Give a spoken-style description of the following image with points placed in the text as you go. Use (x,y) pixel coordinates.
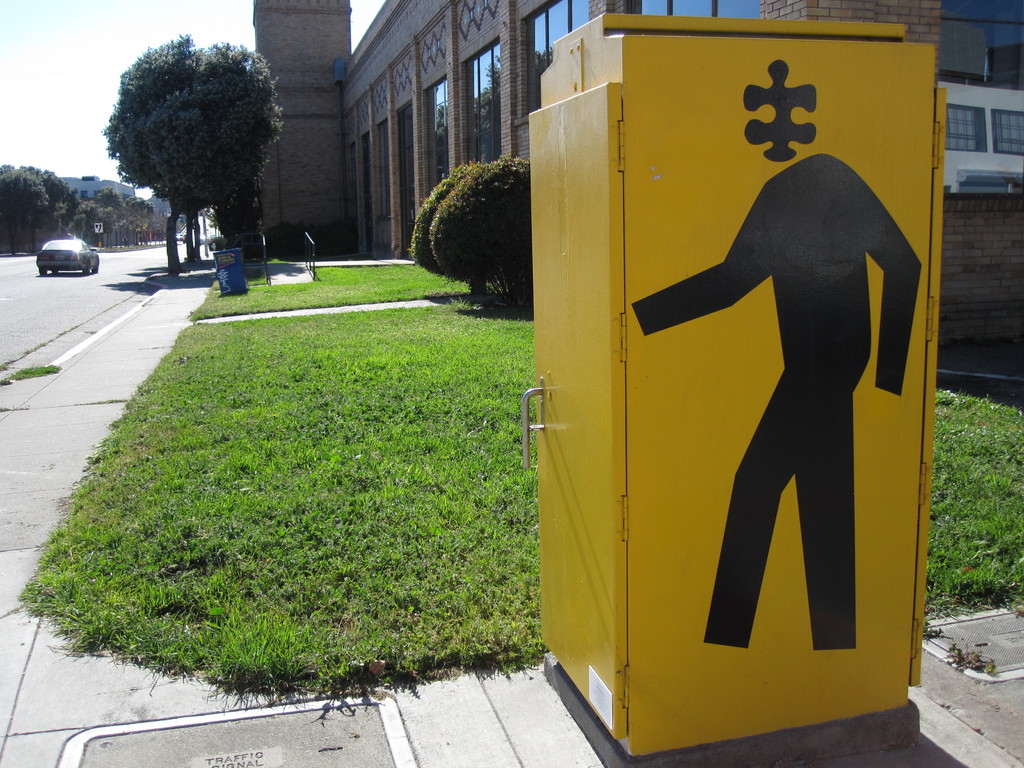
In the picture we can see a building (404,39) with glass windows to it and near it we can see some plant bushes (525,210) and beside it we can see a yellow color box (668,645) with a door (584,243) and handle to it, on the grass surface (460,644) on the path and beside it we can see two trees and on the road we can see a car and on the opposite side also we can see trees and a house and in the background (55,141) we can see a sky (54,163).
